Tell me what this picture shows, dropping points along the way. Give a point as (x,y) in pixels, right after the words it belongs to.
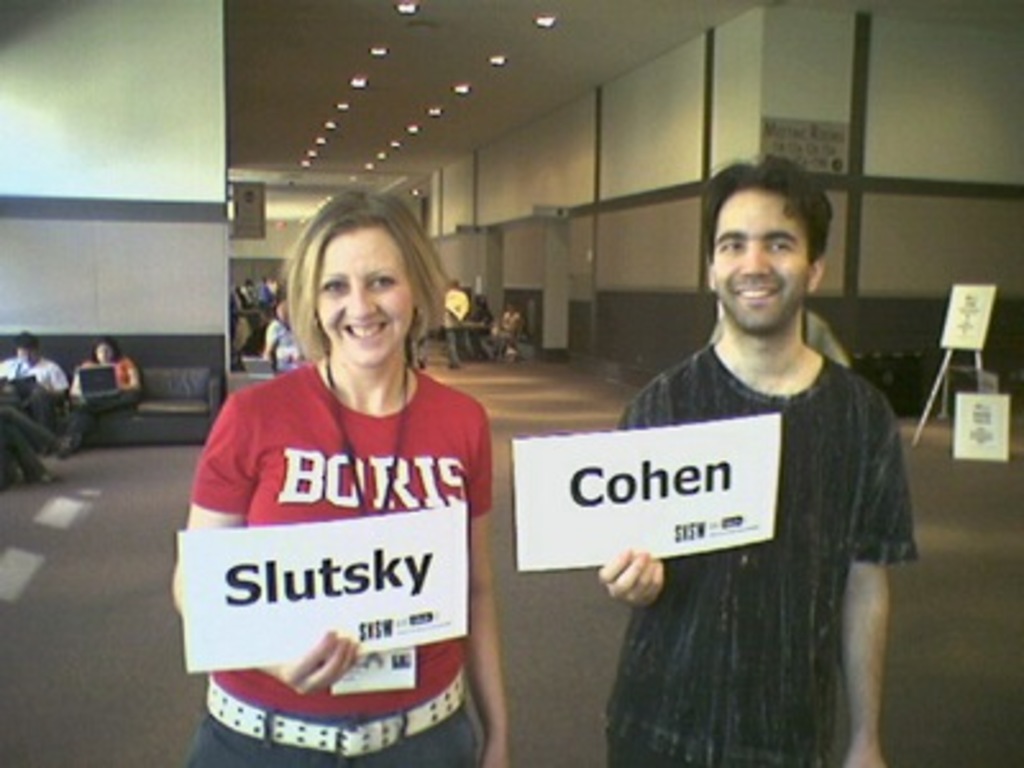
In this image there is a man (762,609) and woman (344,470) are holding poster (332,600) in their hands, on that posters (652,494) there is some text (392,579), in the background (138,47) there are walls (225,224) and a path (509,377), near the walls (140,291) there are sofas (178,420), on that sofas (112,423) there are people (85,414) sitting, in the middle (481,323) there are people (485,340) walking, at the top (409,150) there is a ceiling (384,132) and lights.
